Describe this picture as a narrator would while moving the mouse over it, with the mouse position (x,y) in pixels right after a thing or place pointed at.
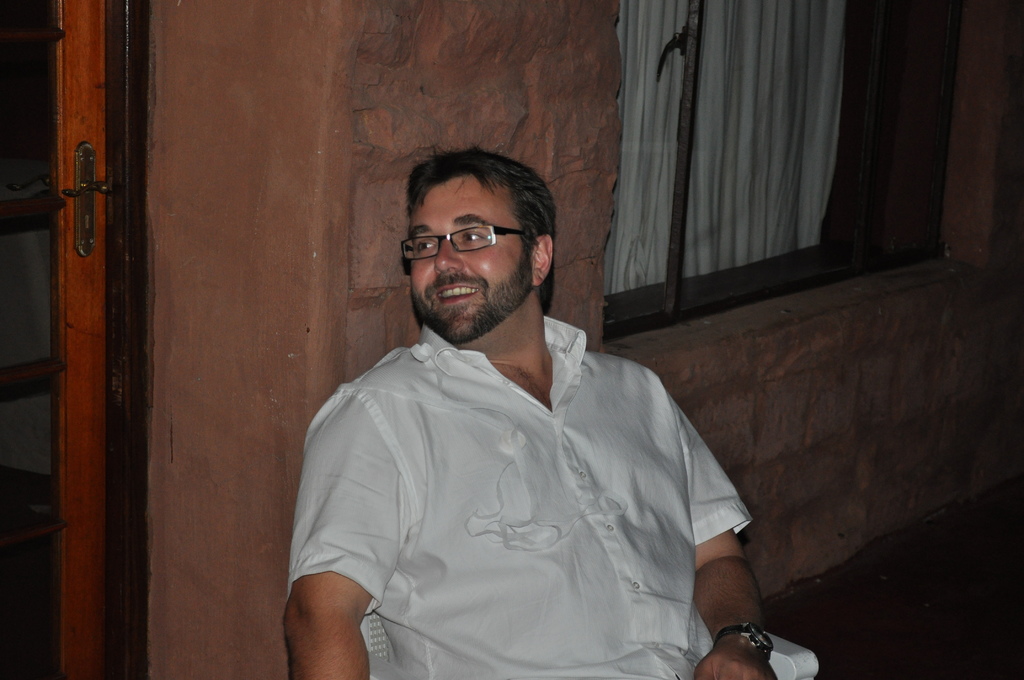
In the center of the image (445,339) there is a person (365,457) sitting in the chair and wearing specs (405,253). In the background (653,190) we can see door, window (862,155), curtain (649,159) and wall (731,415).
